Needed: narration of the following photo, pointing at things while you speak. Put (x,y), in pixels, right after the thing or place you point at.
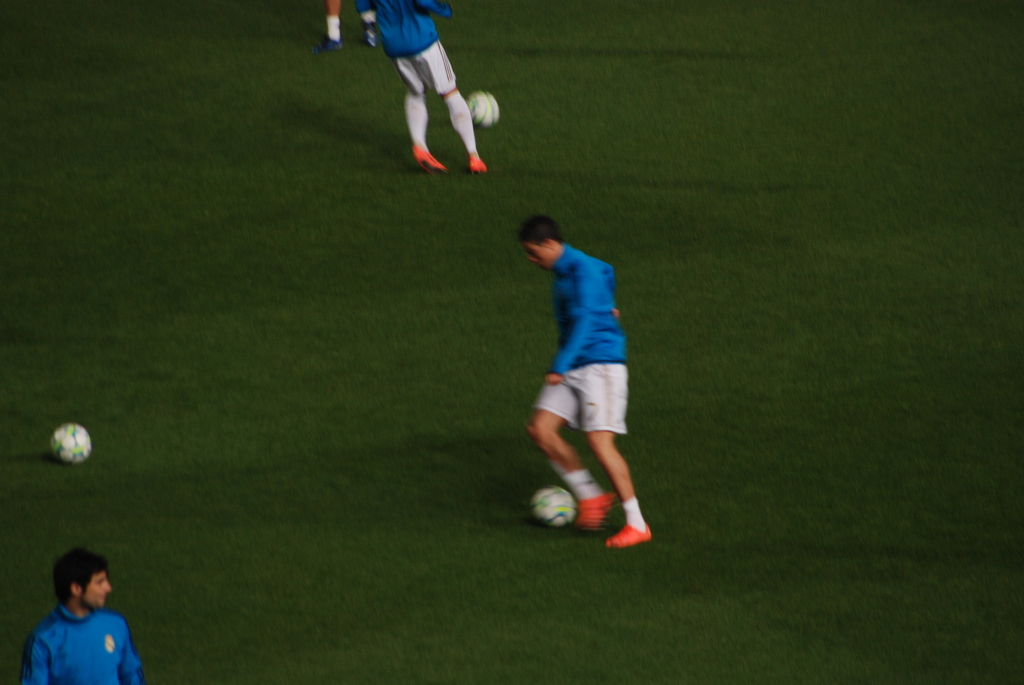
In the middle (580,367) a boy (590,323) is playing the football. He wears a blue color shirt (611,303) and white color short (605,417) then also there is another football (59,441) in the left (64,464) and it's a green grass (254,324) in the ground (219,323).
